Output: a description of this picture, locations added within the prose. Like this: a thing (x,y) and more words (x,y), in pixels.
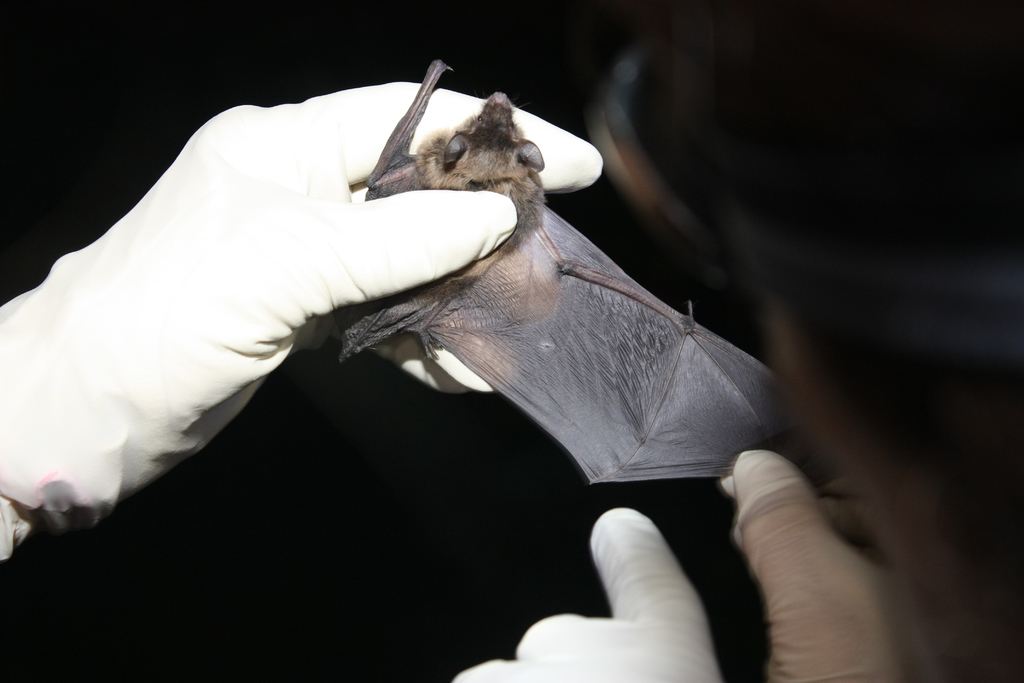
In this picture we can see hands (178,366) of a person (760,522) holding a bat (642,356) and this is glove (244,335). There is a dark background (401,542).
